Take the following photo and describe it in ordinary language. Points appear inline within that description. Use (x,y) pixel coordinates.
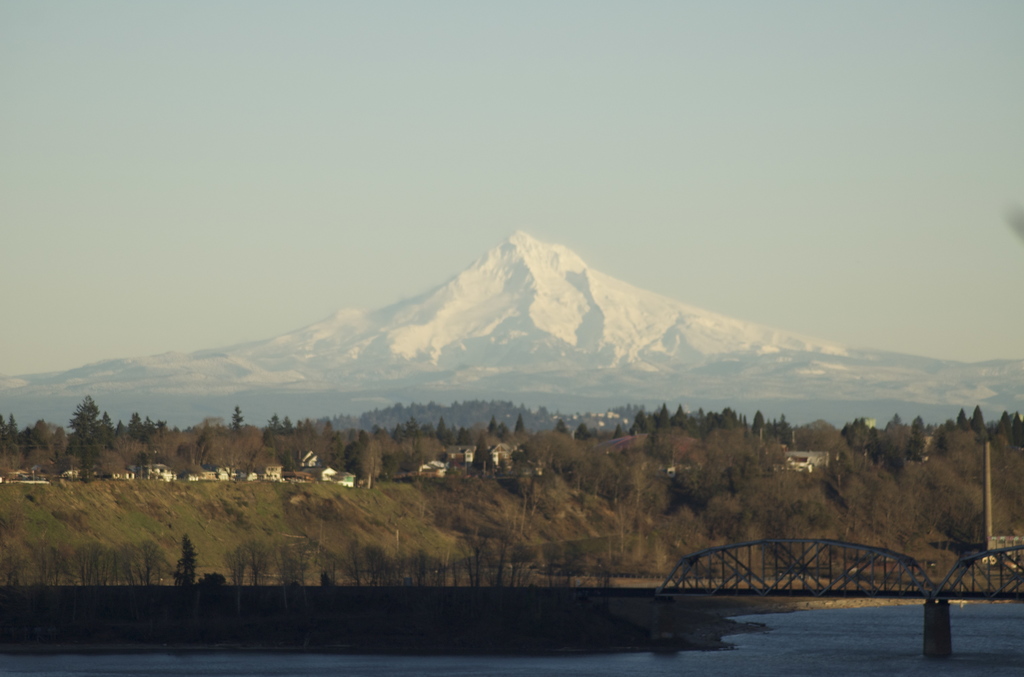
In the picture we can see a water (769,654) and far from it, we can see some plants (234,570), trees (183,562), hills (220,532) with some plants (146,541), trees (720,463) and houses (306,455) and in the background (364,407) we can see a mountain (65,402) covered with a snow (436,315) and a sky (742,248).
